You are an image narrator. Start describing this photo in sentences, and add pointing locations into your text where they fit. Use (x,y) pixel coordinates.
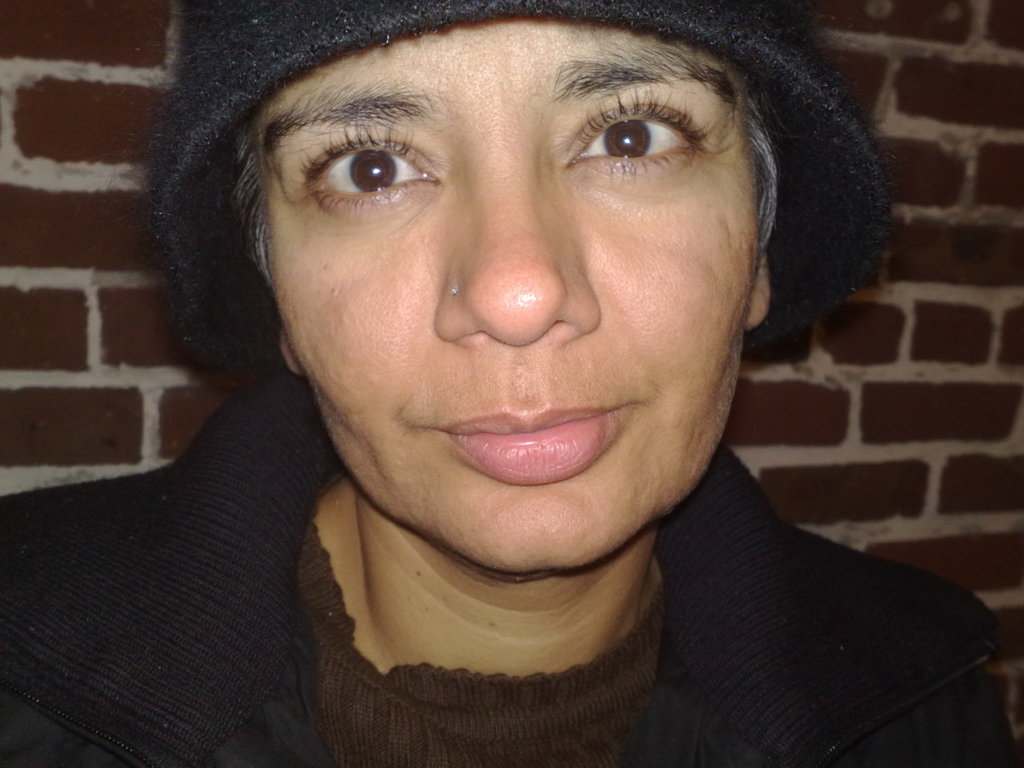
In this picture we can see a woman (295,264) wore a cap (456,5), smiling and in the background (912,85) we can see the wall (944,417).
